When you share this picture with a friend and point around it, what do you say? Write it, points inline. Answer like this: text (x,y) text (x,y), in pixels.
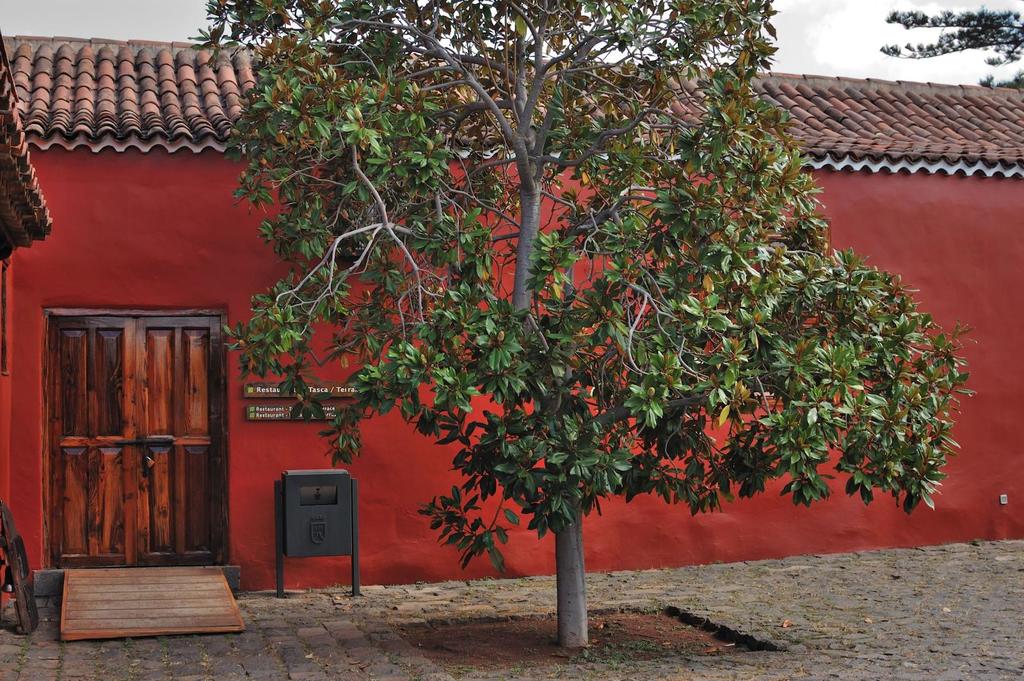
In the foreground of the picture (672,582) there are bricks (543,578), tree (472,28), post box (338,520), a wooden object (198,615) and soil (495,637). In the center of the picture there is a house (661,556). The wall (203,225) of the house (997,234) is painted red. At the top right (963,30) there is a tree (930,21). On the left (219,385) it is door (135,402). At the top (176,39) it is sky (789,37).
